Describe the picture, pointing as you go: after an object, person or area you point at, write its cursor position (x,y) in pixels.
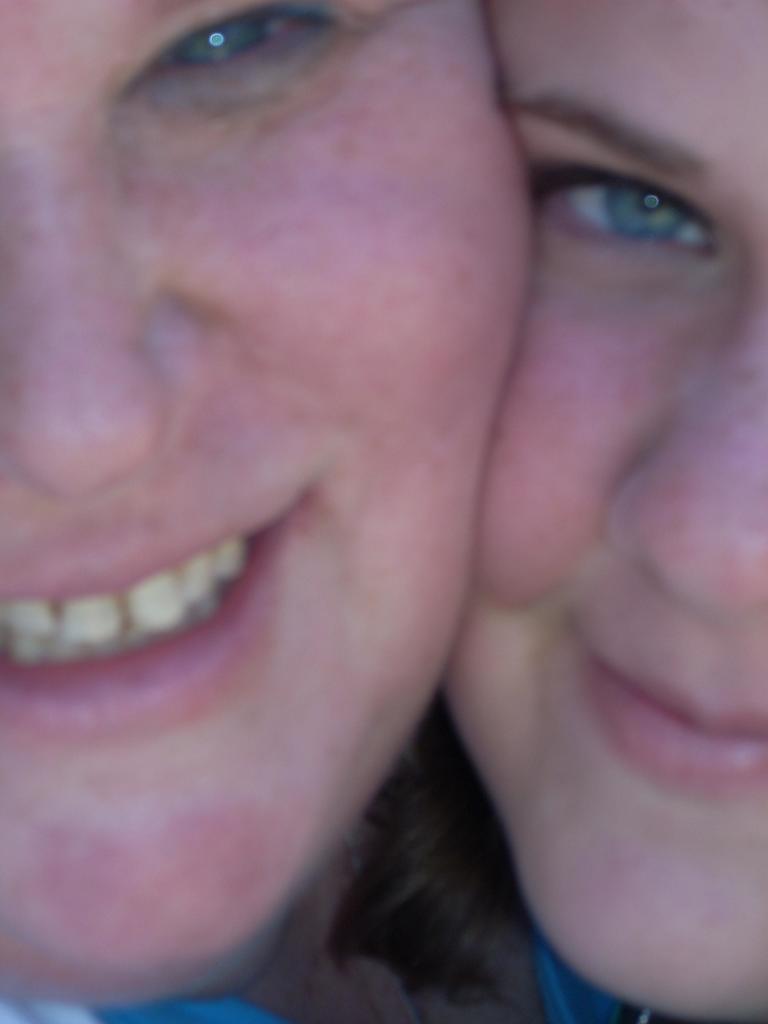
In this picture we can see two people's faces (279,243) and they are smiling.
